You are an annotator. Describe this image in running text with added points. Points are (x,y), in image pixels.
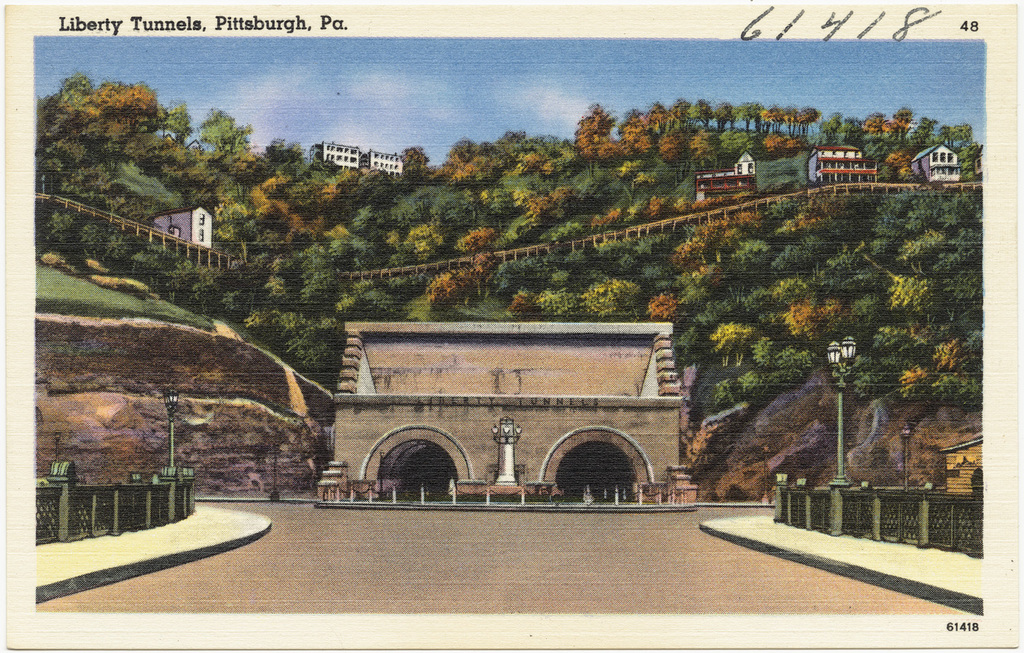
At the top (215,23) and bottom portion of the picture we can see the information (161,31). In this picture we can see the buildings (353,144), trees (230,167), grass (150,195), fence (895,186), light poles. On the left (132,495) and right side of the picture (959,543) we can see the railings (83,520).
